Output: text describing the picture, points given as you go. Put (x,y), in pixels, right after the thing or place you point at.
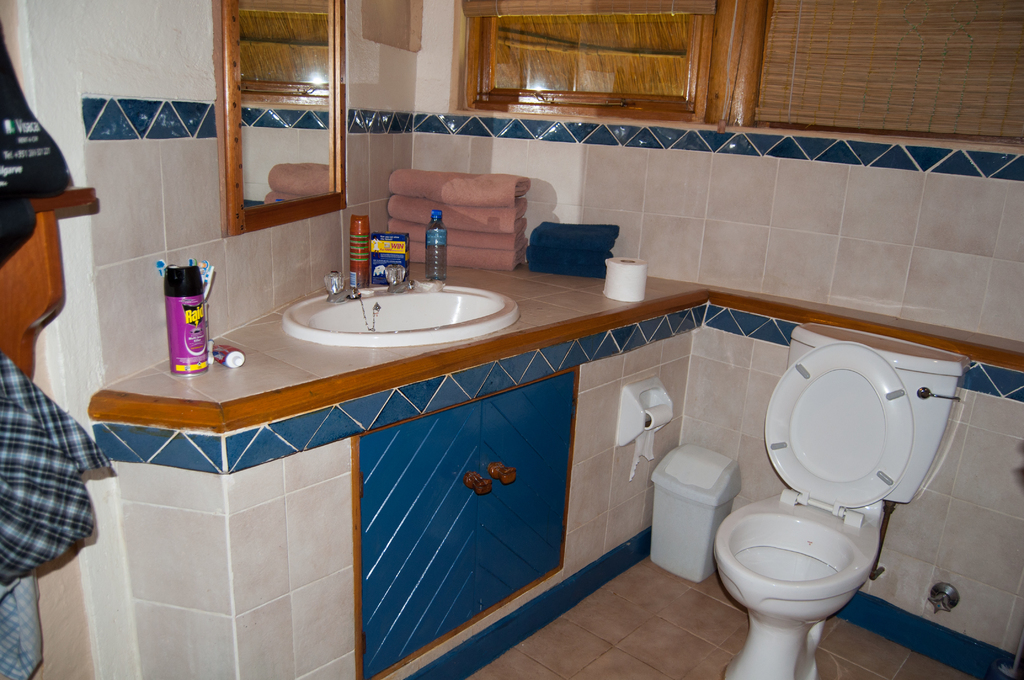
In this picture we can see a toilet seat (730,586), flush tank (887,351), dust bin (709,538), tissue paper rolls (645,447), cupboard (525,476), sink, tap (400,285), bottles (441,270), box (389,263), brushes (208,290), towel (428,221), mirror (264,140), curtain (928,90), clothes (61,154) and the wall (663,140) with tiles (208,512).
